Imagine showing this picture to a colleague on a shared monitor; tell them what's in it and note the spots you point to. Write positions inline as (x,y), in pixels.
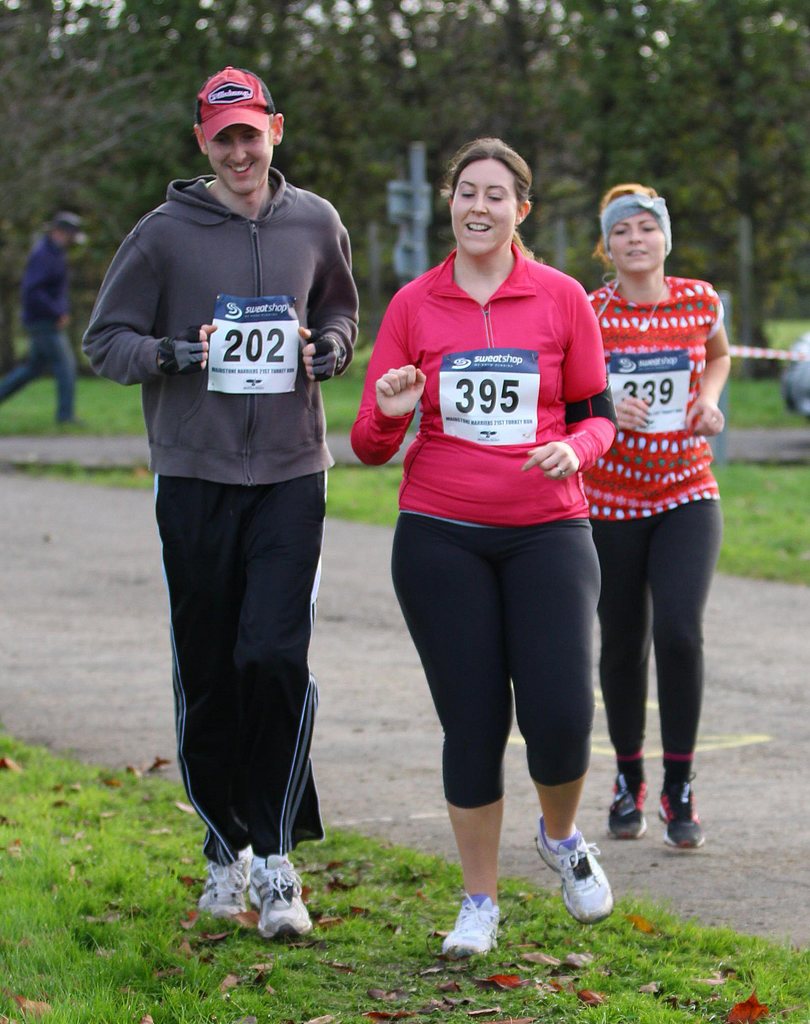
In this image we can see few people (522,545) running and behind there is a person (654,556) and we can see grass (333,934) on the ground (426,964) and there are some leaves (586,992) on the ground (721,938). There are some trees (74,345) in the background (74,345) and the image is blurred.
